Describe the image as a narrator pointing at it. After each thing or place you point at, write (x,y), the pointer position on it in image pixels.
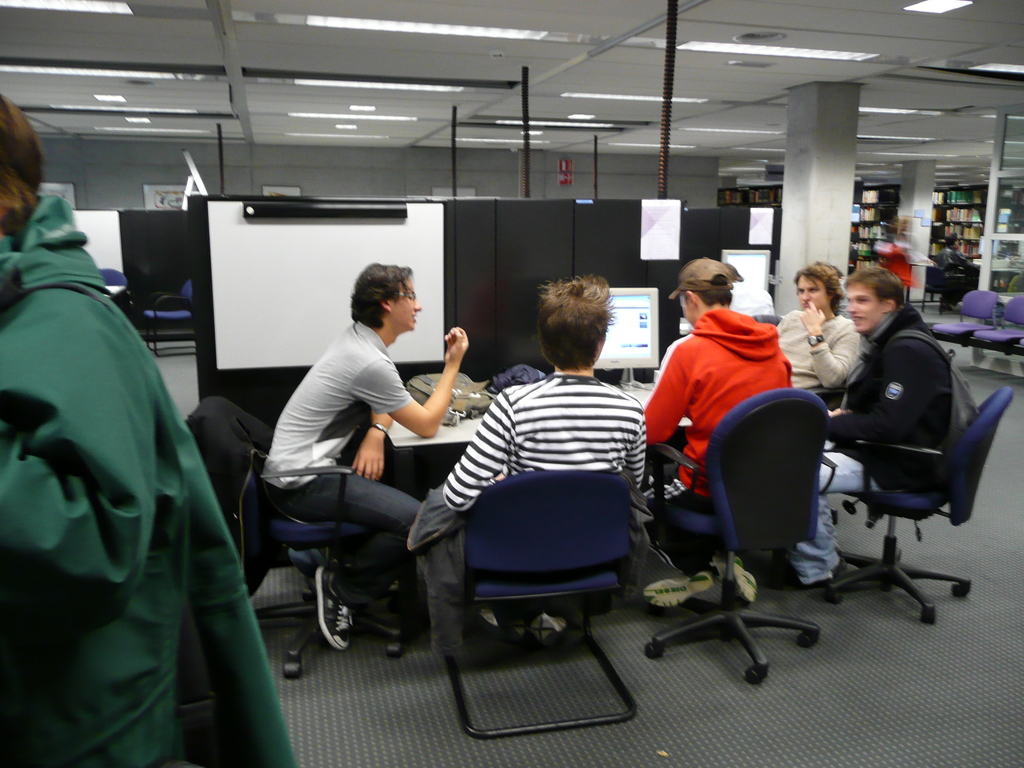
In the image we can see there are people (654,406) who are sitting on chair (747,412) and in front of them there is a monitor (657,348) on the table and the man (62,448) over here is wearing green colour jacket (131,482).
